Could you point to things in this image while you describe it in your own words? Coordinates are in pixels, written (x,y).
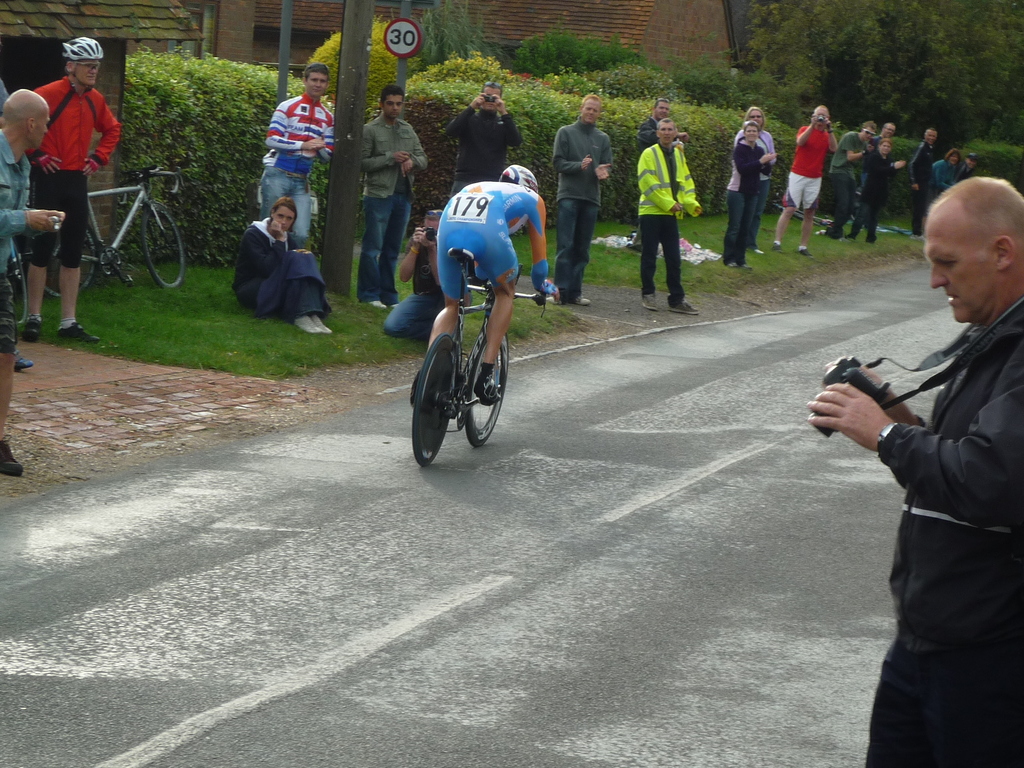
Here we can see a person (499,222) riding the bicycle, and in front here a group of people (658,126) are standing on the grass (473,321), and here are the trees (547,63), and here a person (907,460) is standing and holding a camera (853,385) in his hands (845,424).
